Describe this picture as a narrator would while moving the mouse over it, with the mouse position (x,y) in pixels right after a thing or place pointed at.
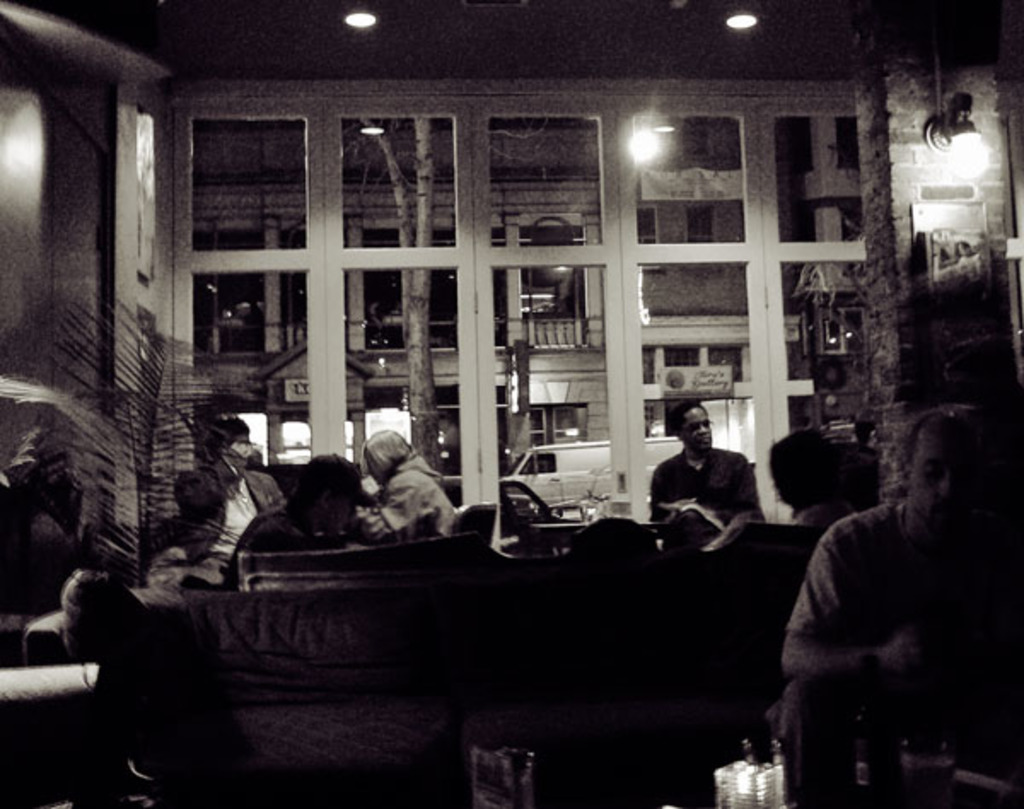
This is a black and white image. There are a few people (236,472), sofas (421,608), glass doors (438,243). We can see some objects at the bottom (775,759). We can see the wall (897,192) with some objects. In the background (586,486), we can see a vehicle (628,463) and a building (599,307). We can also see a board (676,377) with some text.
